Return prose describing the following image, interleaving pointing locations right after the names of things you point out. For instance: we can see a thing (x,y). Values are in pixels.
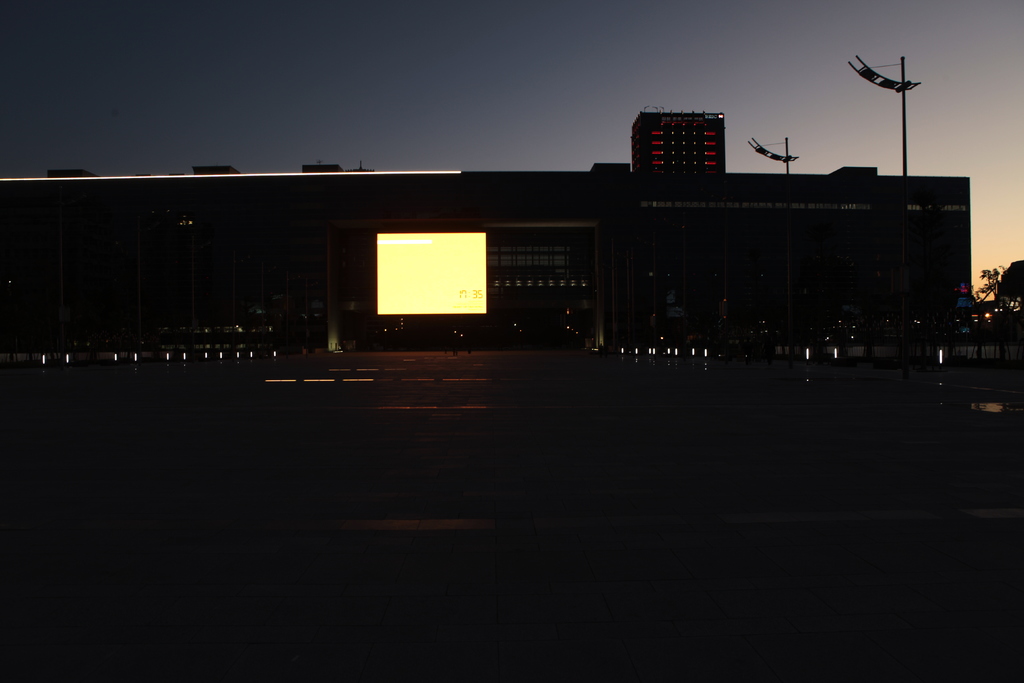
The image is taken during night time. In the foreground (396,427) it is road (374,468). In the center of the picture (446,305) there are trees (981,294), building (369,285) and a screen (457,294).
